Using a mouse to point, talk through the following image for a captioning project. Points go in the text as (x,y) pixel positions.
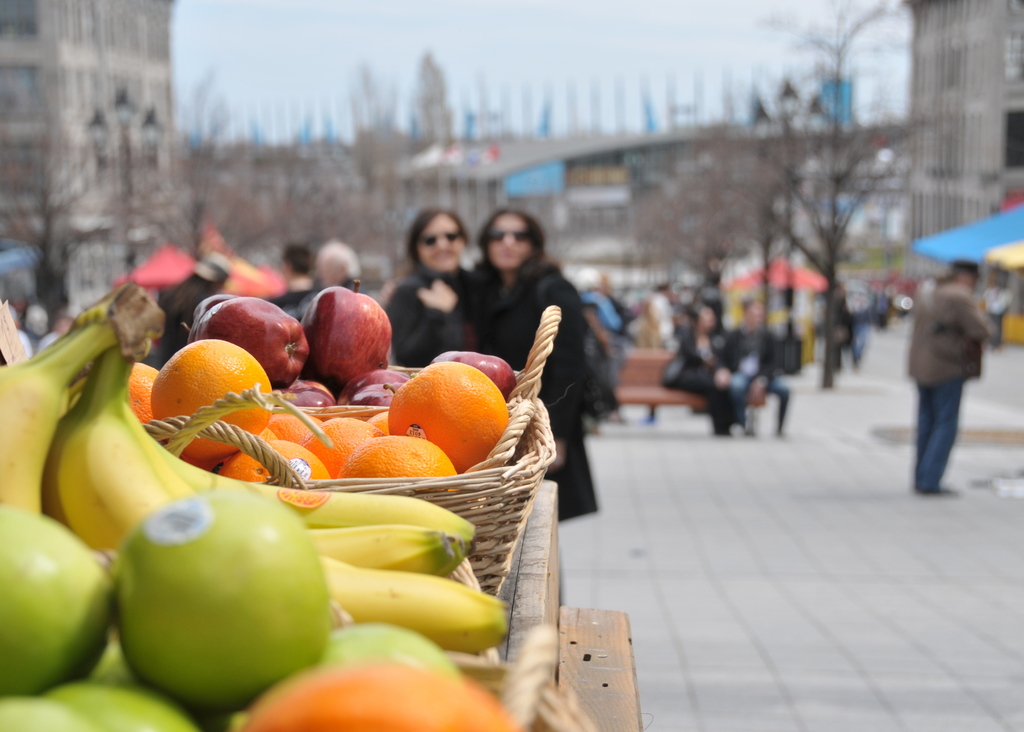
In the image there are different fruits (281,568) kept on a table (529,537) and around the table (537,571) there are a lot of people (767,383) on the path (812,388) and in the background (529,144) there are many other buildings (933,232).
